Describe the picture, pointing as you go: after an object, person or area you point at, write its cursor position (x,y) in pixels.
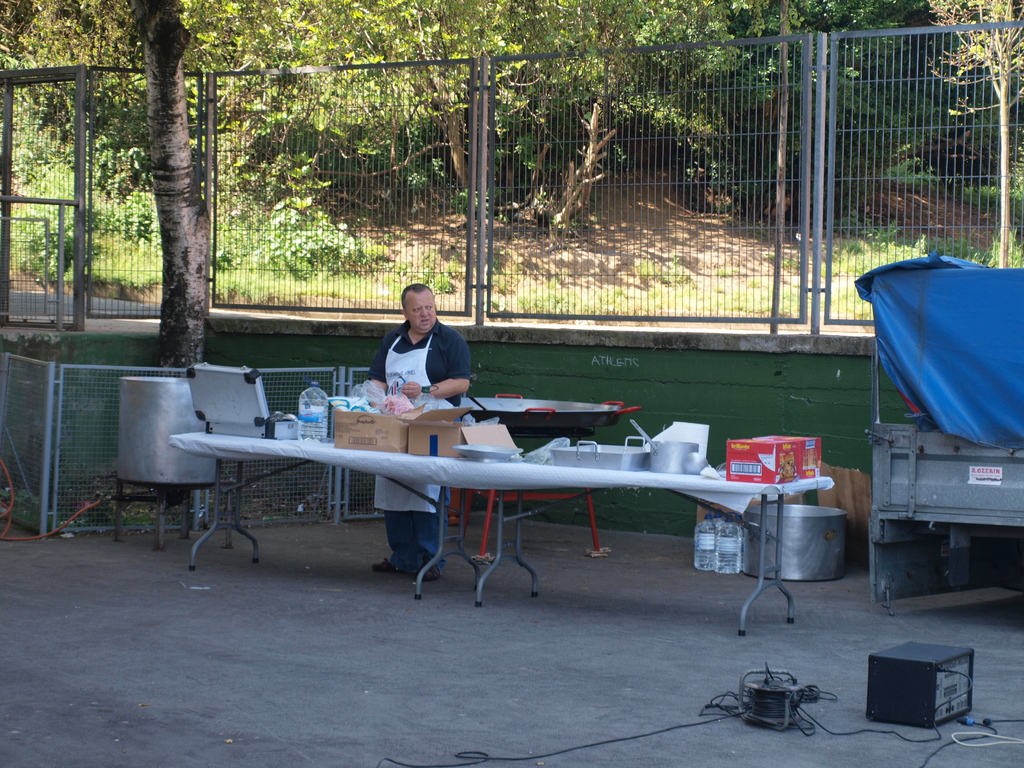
In the image there is an open area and there is a person (412,383) standing in front of the table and on the table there are many vessels (588,418) and other items (392,396), behind the person (443,387) there are water cans (702,542) and other items (826,552) kept on the ground (627,547) and on the right side (937,475) there is a vehicle (918,506) and in front of the vehicle (908,516) there is some electric equipment (924,659), in the background (30,138) there is a fencing (666,87) and behind the fencing (215,121) there are many trees (513,32).
